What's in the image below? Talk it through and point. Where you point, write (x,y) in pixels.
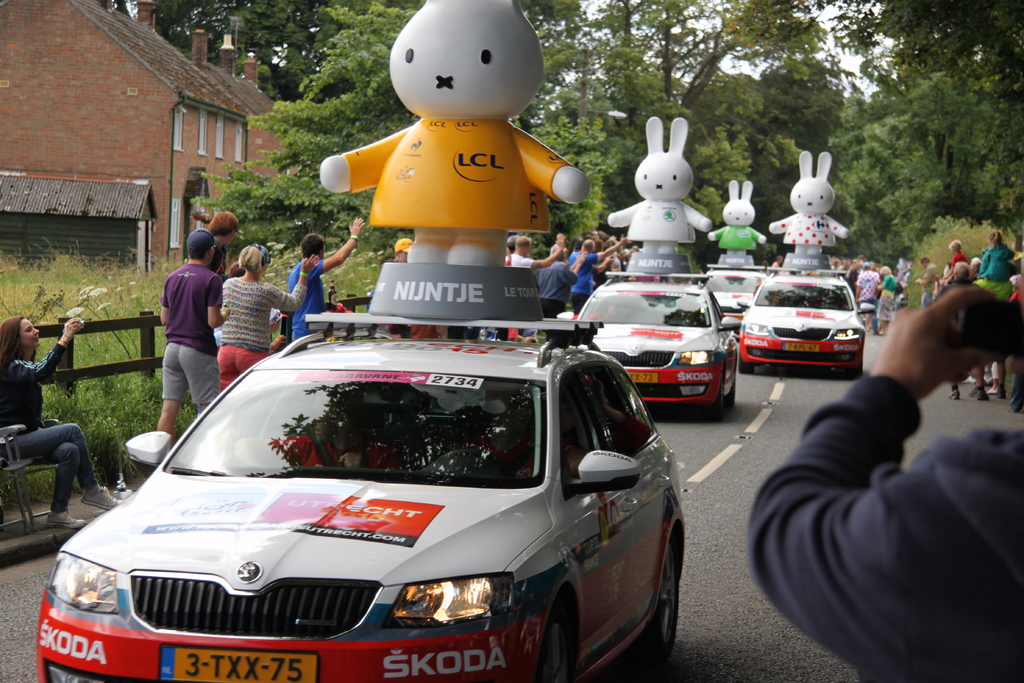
In the middle of the image (639,346) few vehicles (805,340) are on the road (761,410) and there are few people (577,267) are standing and watching. At the top of the image (594,126) there are some trees (1022,37). Top left side of the image (179,65) there is a building (62,55). Bottom left side of the image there is a fencing (140,322).
